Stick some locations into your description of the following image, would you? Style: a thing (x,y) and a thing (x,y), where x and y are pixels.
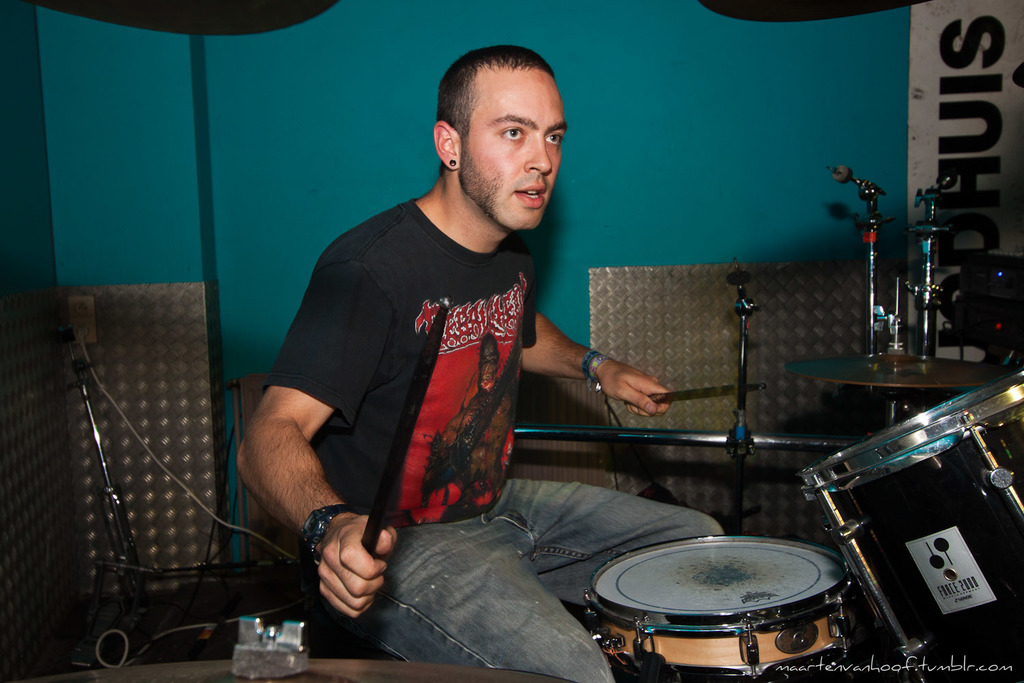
In this picture there is a man (528,587) sitting on the chair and holding sticks (401,436) in his hands (356,556). There are two drums (808,551). There is a mic (864,187) on the stand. Wall (298,121) is blue in color.
